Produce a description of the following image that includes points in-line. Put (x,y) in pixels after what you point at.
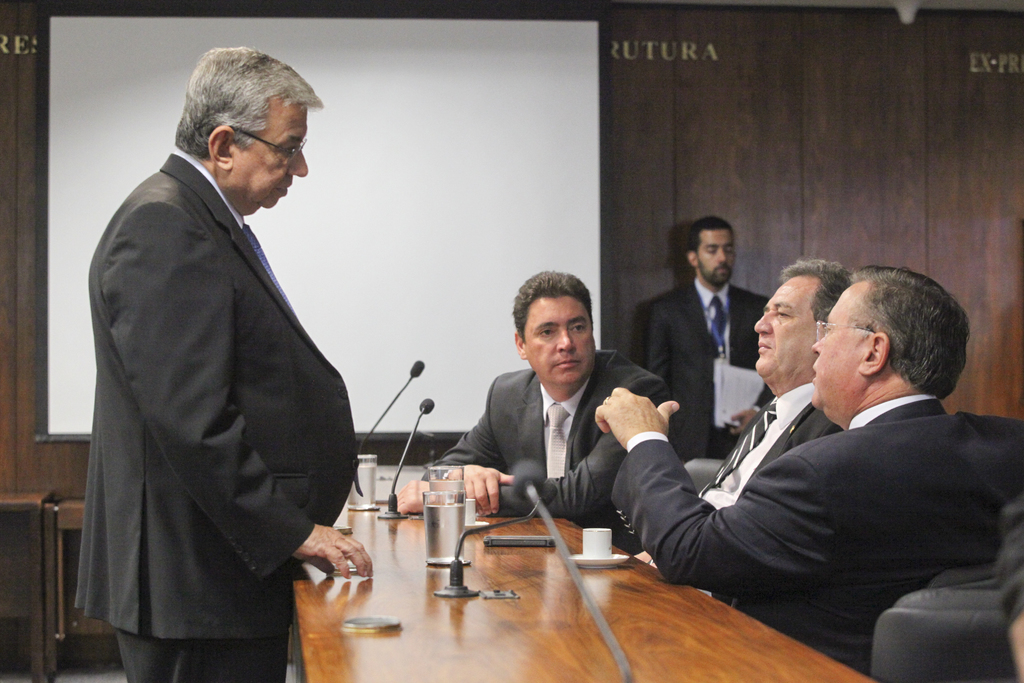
This picture shows few people (611,520) seated on chairs (906,626) and couple of them (691,284) standing and we see a man (687,382) holding papers (736,407) in his hands (739,420) and we see glasses (439,502), microphones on the table (307,666) and couple of them (277,128) wore spectacles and we see a projector screen (404,145) and a cup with saucer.
